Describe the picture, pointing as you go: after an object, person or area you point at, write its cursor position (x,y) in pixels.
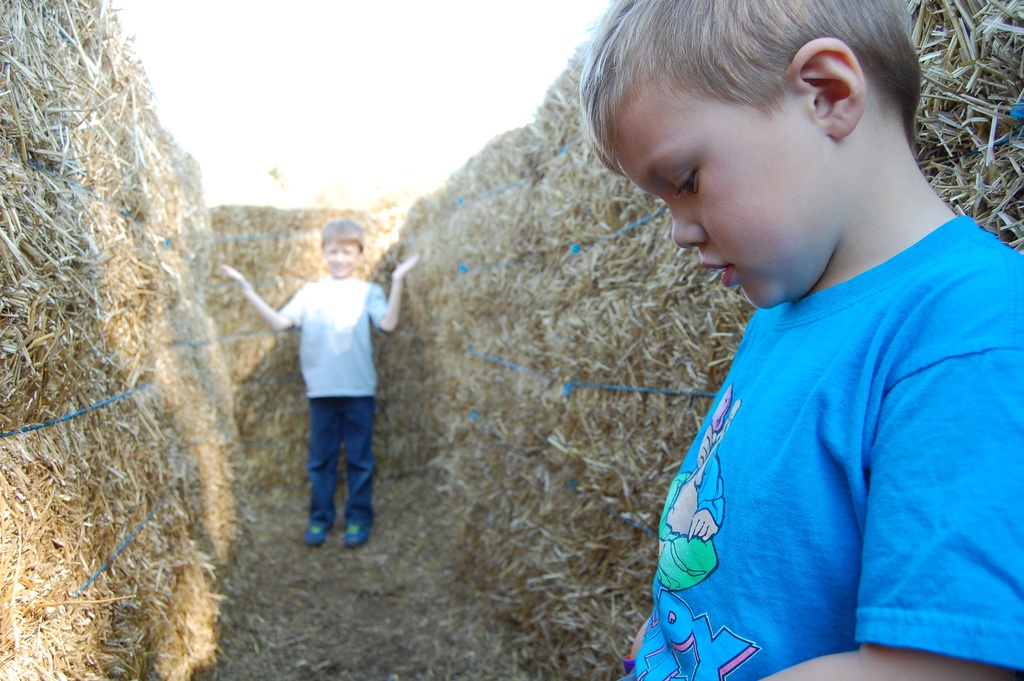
In this image we can see two children (363,426) standing beside the bundles (585,488) of the dried grass (602,554) which are tied with a rope (84,585).
